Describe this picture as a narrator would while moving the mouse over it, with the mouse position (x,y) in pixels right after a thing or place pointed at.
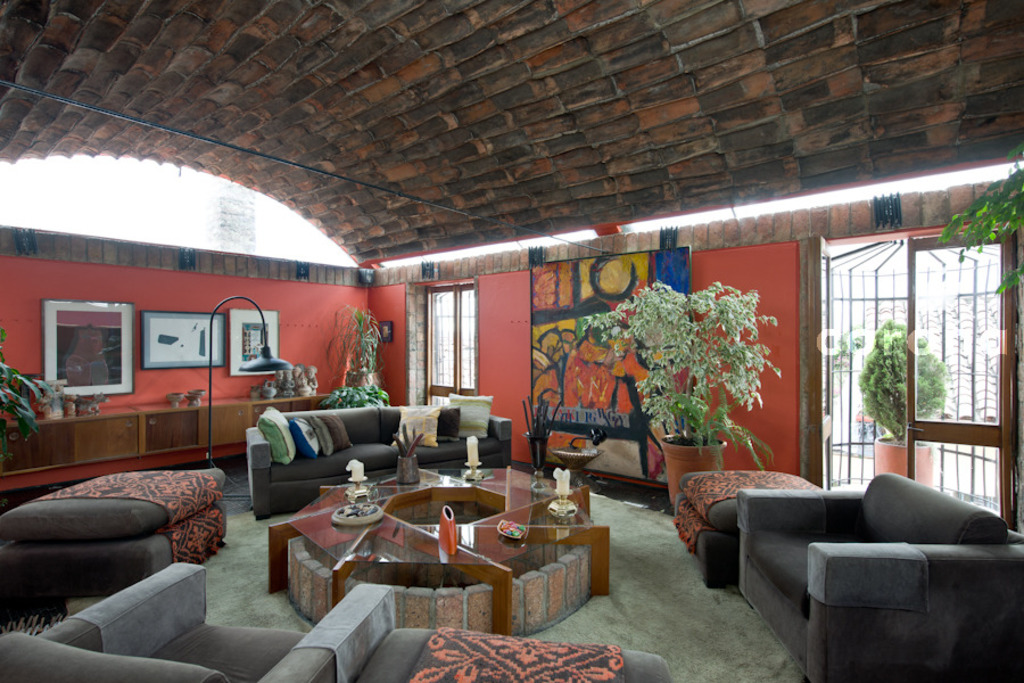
This image is clicked inside the house (786,240). There are many sofas (117,501) in this image. In the middle (466,451), there is a table (460,576) on which candles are kept. To the right (737,365), there is a houseplant (652,358). And there is a wall (519,325) on which a painting (555,349) is there. To the left (199,317), there is a wall (229,384) on which three frames (237,319) are fixed. At the top (494,65) there is a roof (273,26) made up of bricks (400,140).
